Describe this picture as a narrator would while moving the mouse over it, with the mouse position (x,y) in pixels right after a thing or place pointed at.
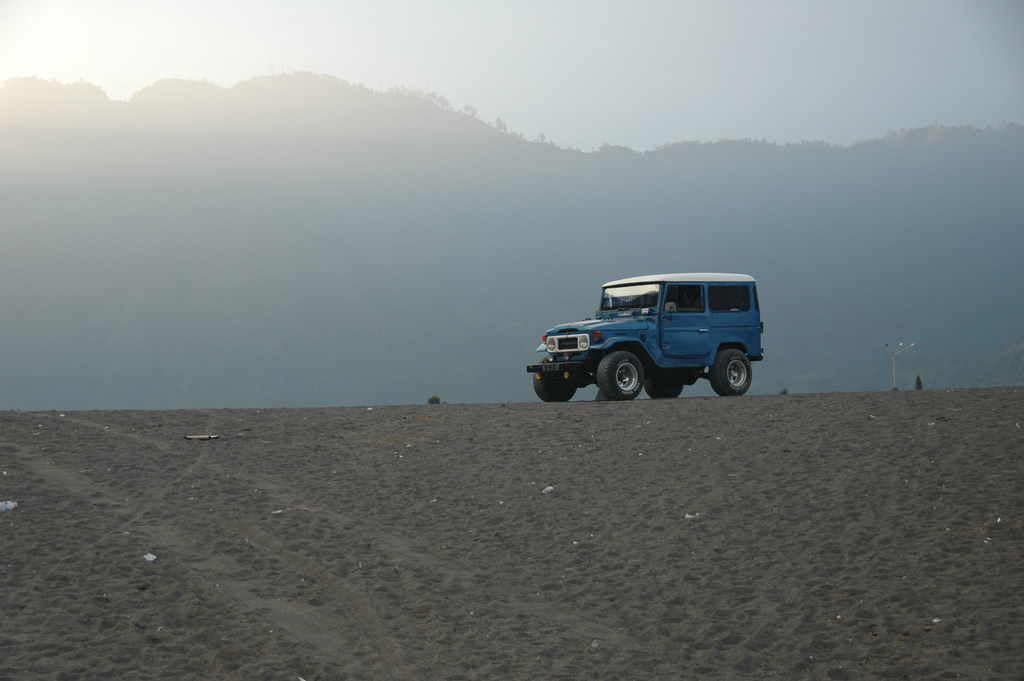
There is a blue color jeep (699,327) on the ground (508,424). In the background (775,378), there are plants (760,195) and trees (586,256) on the mountain (188,251) and there is a sky (561,48).
